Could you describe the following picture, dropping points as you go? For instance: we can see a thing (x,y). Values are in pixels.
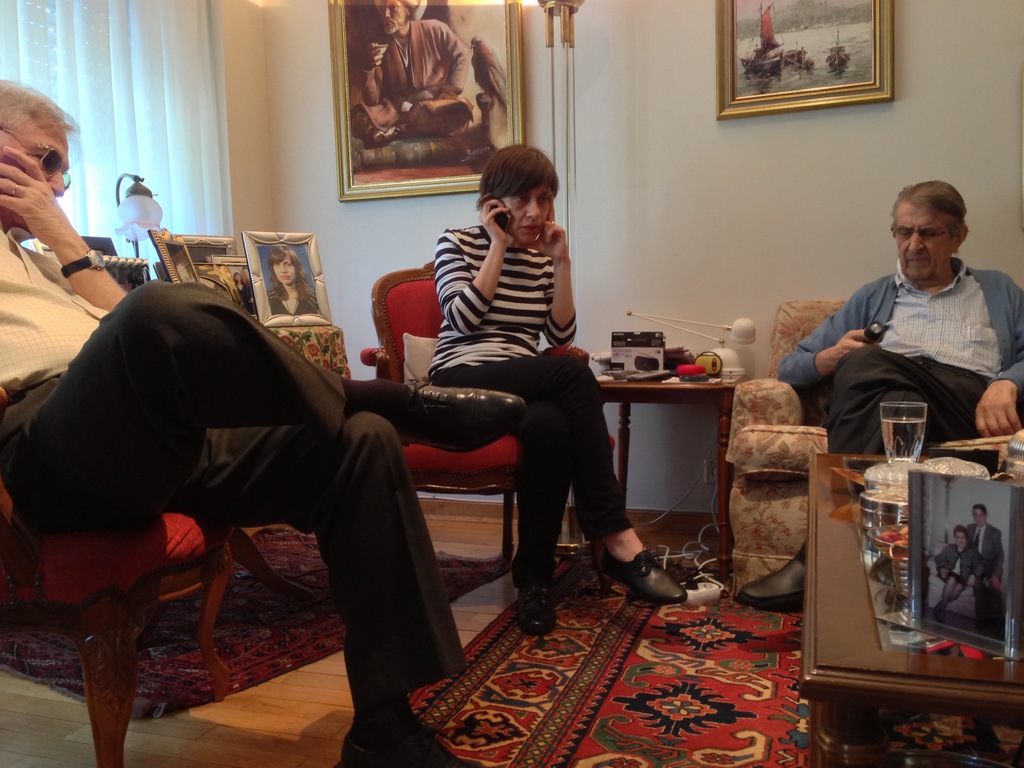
In this Picture we can see inside view of the living room (194,252) in which two old man (102,257) and one old lady (523,468) is sitting on the chair (825,432). From the right we can see a man (981,350) wearing blue color sweatshirt (1000,300) is sitting and holding something in his hand (860,345) and seeing. Beside him a woman (467,350) wearing black and white striped t-shirt (505,306) sitting and talking on the phone (501,221). Beside her a table (325,330) on which a photo frame (286,318) is placed. Beside an old man (40,349) wearing white checked shirt (38,350) with black pant (71,380) is sitting on the chair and resting his face (58,184) on his hand (21,173). Behind we can see the white color blinds (180,95) and two big photo frame (361,122) on the wall (909,153) in the front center we can see the center table (855,745) on which photo frame (937,537) and glass of water (916,416) is placed.
